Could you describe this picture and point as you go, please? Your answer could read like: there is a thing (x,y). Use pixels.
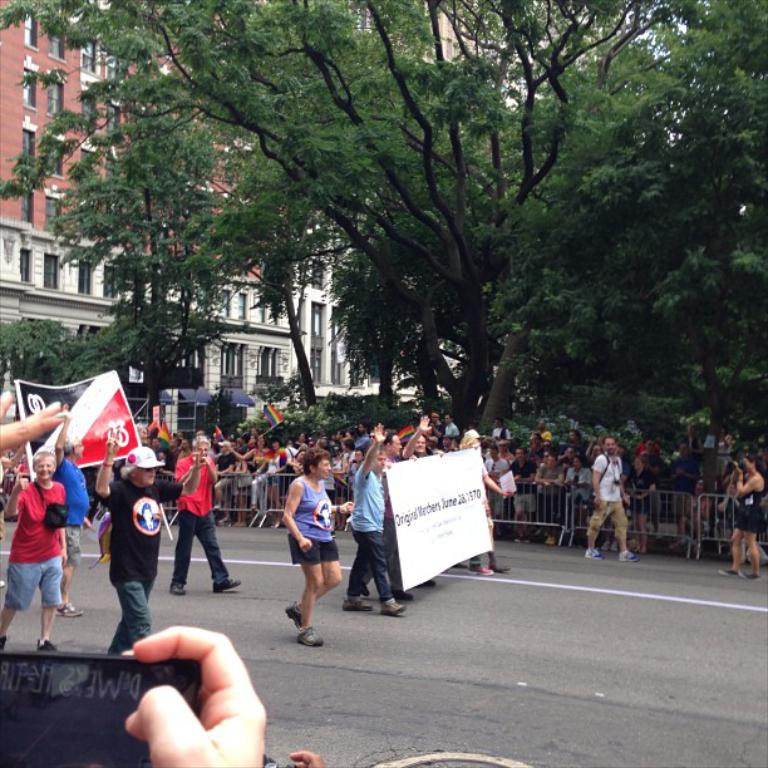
This is an outside view. Here I can see few people (50,484) are holding banners (403,500) in their hands (107,455) and walking on the road (444,623) towards the right side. In the background (544,509) there is a railing (557,515). At the back of it I can see many people (581,461) are standing and looking at these people (149,541). On the left bottom of the image (231,739) I can see a person's hand (227,690) holding a mobile (74,711). In the background (18,208) there is a building (36,262) and trees (388,201).
